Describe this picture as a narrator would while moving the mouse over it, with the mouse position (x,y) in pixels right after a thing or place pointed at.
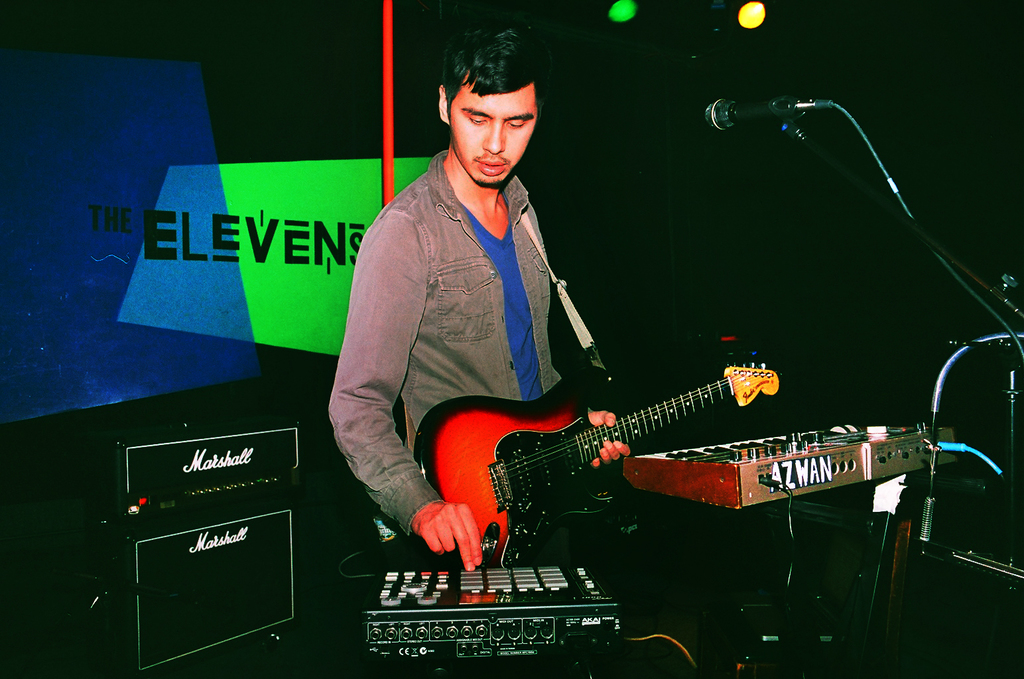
In this picture there is a man (440,309) wearing shirt (465,337) and holding a guitar (502,449) in his hands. In front of this person (472,350) there are some musical instruments (563,589). On the right side of the image (958,267) there is a mike stand (953,254).
